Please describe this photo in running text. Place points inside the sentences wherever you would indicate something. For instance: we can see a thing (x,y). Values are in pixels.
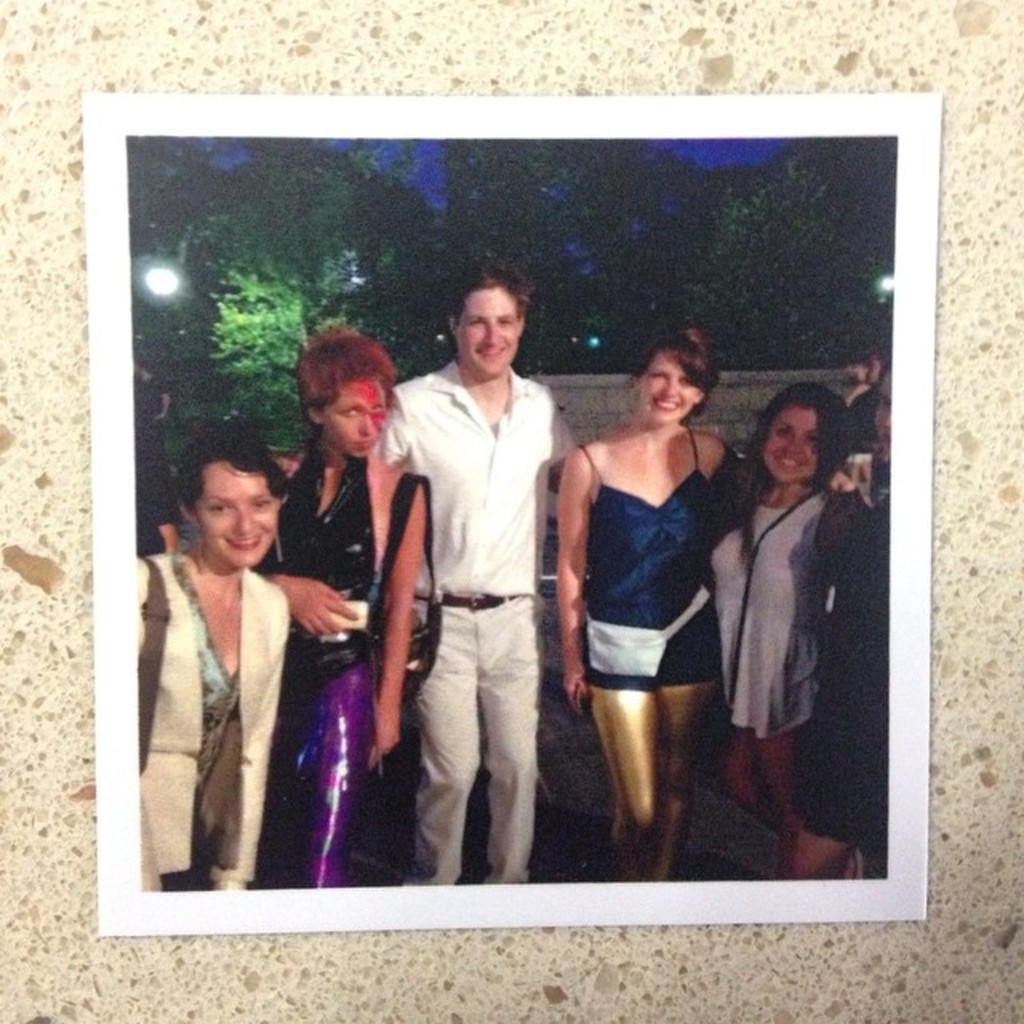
In this image I can see the cream and brown colored surface (34,348) and on it I can see a photograph (584,490) in which I can see few persons (488,542) standing. In the background (616,423) I can see the wall (561,395), few trees (598,278), few lights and the sky (438,173).
